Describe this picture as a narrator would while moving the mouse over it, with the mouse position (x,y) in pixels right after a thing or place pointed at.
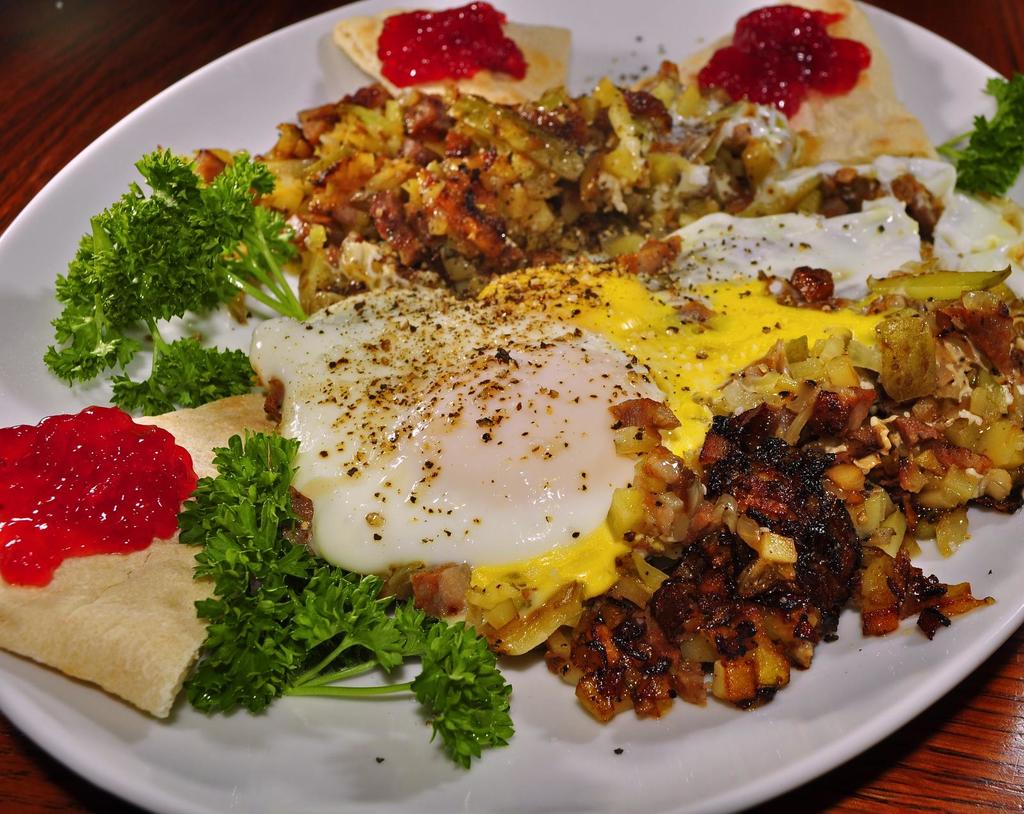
In this image there is food (662,605) served on a plate (61,393) and kept on table (48,116).
